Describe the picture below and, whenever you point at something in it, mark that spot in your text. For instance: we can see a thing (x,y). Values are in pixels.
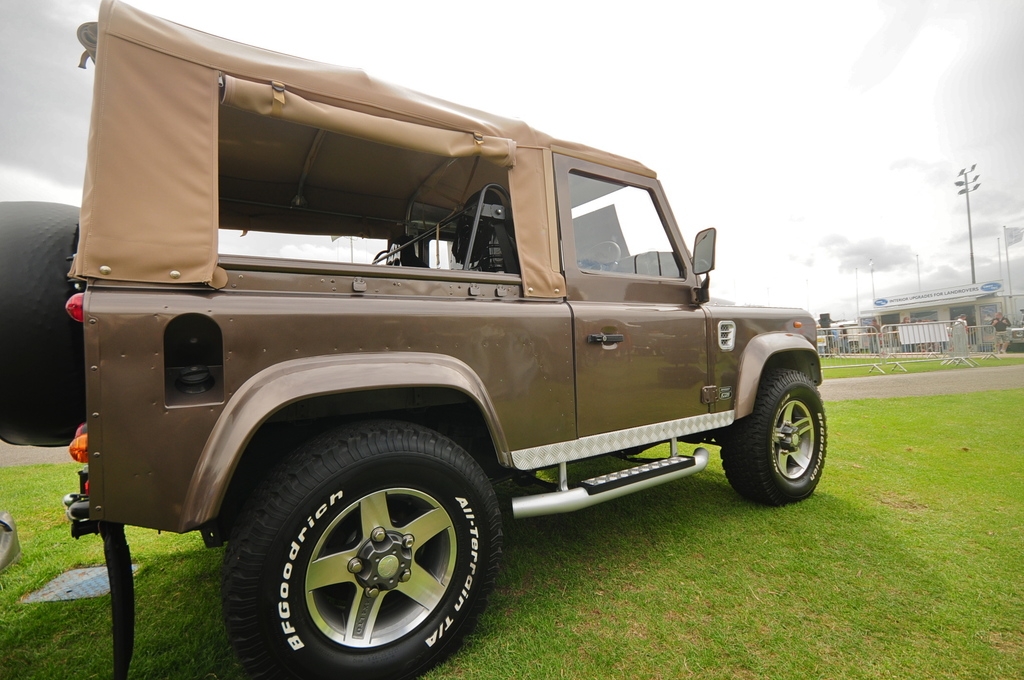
In the picture we can see a jeep (790,408) which is light brown in color parked on the grass surface (951,551) and in front of the jeep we can see a path (875,381) and behind it also we can see a grass surface (838,363) with railing (896,360) and behind it, we can see some people (1006,348) are standing and near the house (995,304) and behind it we can see some poles (969,232) with lights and sky (912,273) with clouds (779,280).
